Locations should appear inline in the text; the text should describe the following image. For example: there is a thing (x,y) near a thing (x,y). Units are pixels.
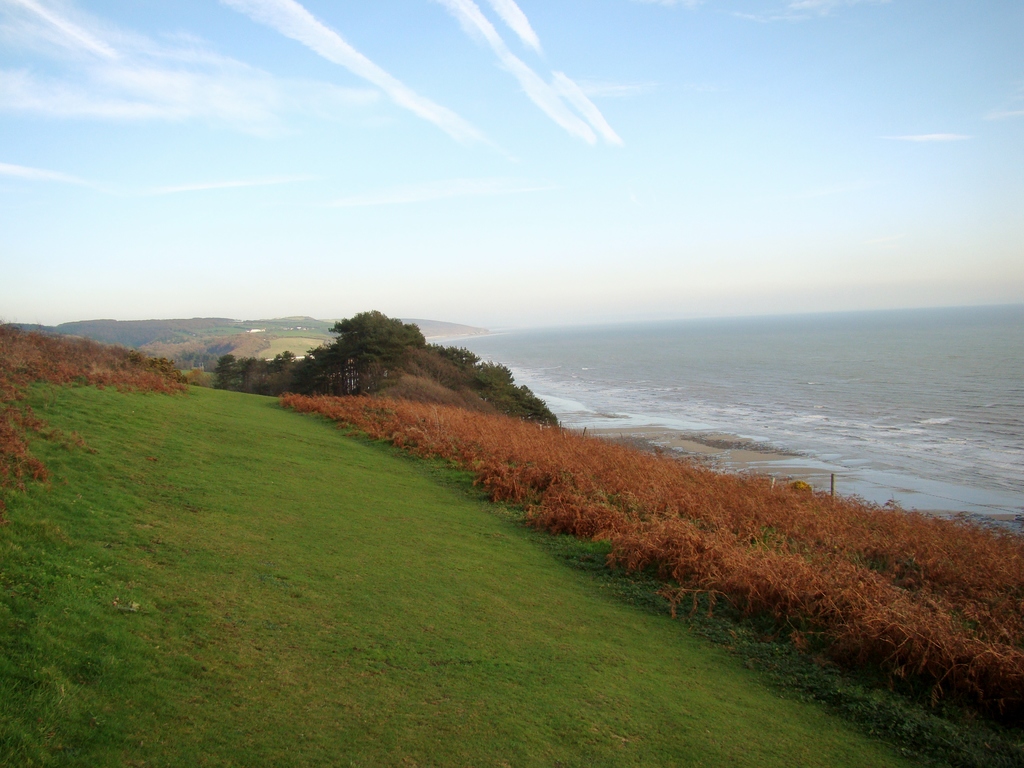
In this image I can see there is a water (755,360). And there are plants (443,443) and trees (359,355). And there is a grass (377,597) on the ground (350,522). And at the top (713,162) there is a sky (425,148).
